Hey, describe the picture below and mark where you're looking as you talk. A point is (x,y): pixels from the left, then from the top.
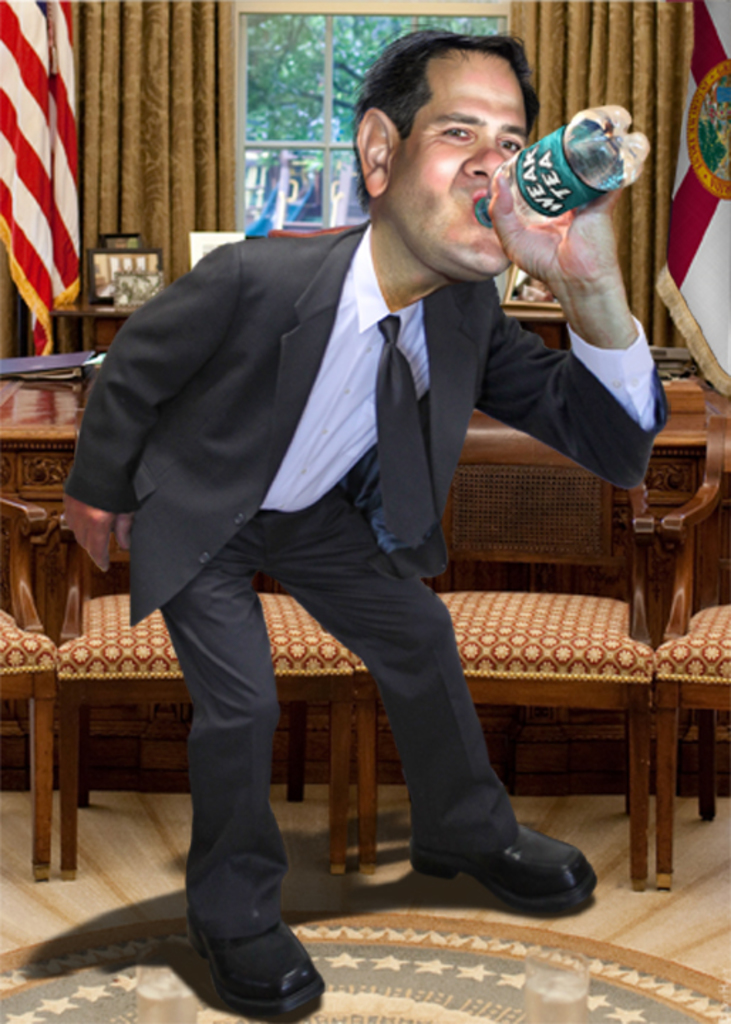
This picture is an edited image. In the center (336,501), there is a person (399,733) in black blazer (321,357), black trousers (450,756) and he is holding a bottle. Behind him there are chairs (333,659) and tables (43,475). On the top (140,133) there are curtains (133,83) and flags (45,143) on either side of the image. Through the window (325,105), we can see the trees (357,44).
